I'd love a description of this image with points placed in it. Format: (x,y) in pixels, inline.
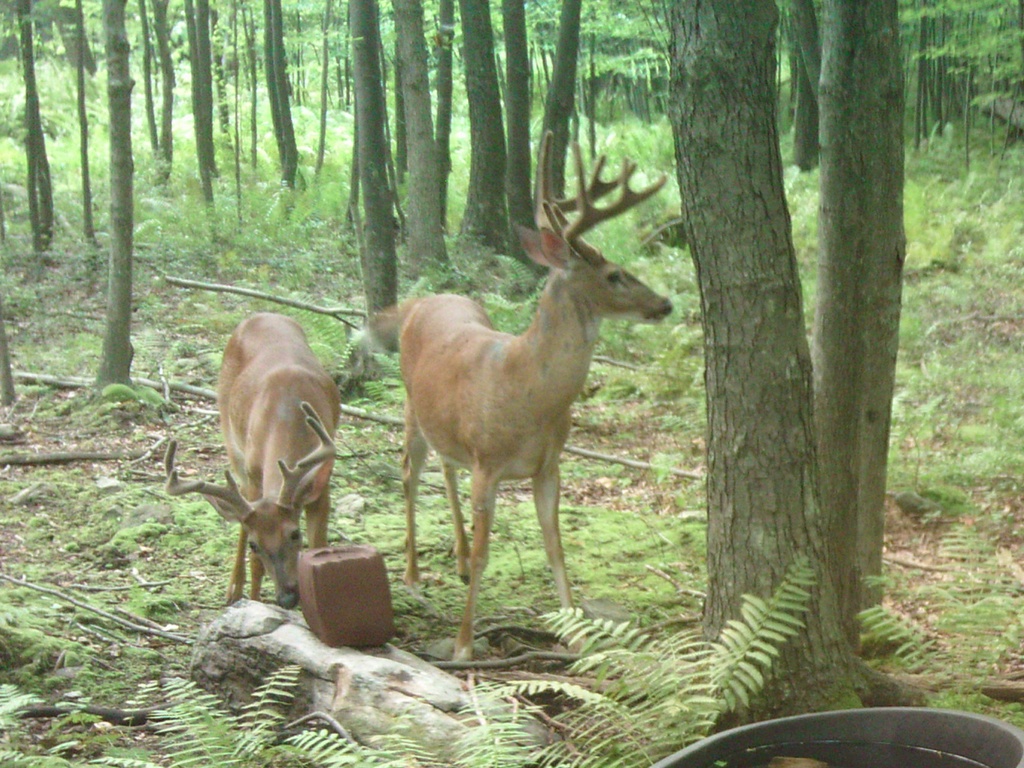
In this image I can see two animals (253,346) standing, they are in brown color. Background (208,48) I can see trees (433,248) in green color.
